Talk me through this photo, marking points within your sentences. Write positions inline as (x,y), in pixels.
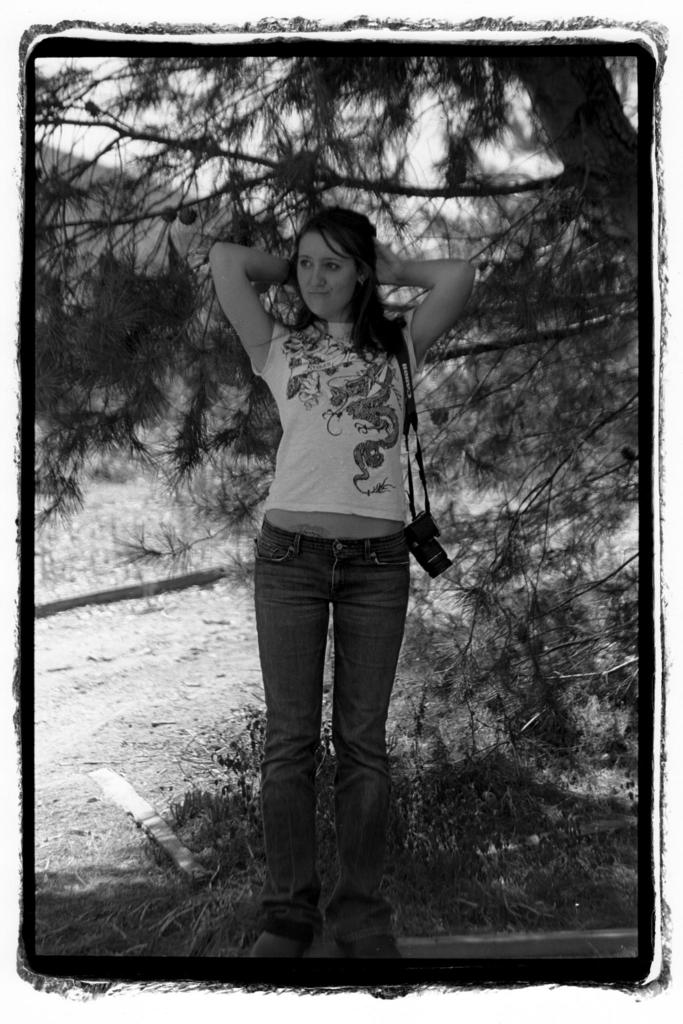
It is a black and white image, in the middle (343,481) a beautiful woman (371,529) is standing and also wearing a camera (425,515). She wore t-shirt (336,469), trouser (318,713). On the right side (540,315) there is a tree (510,289) in this image.
